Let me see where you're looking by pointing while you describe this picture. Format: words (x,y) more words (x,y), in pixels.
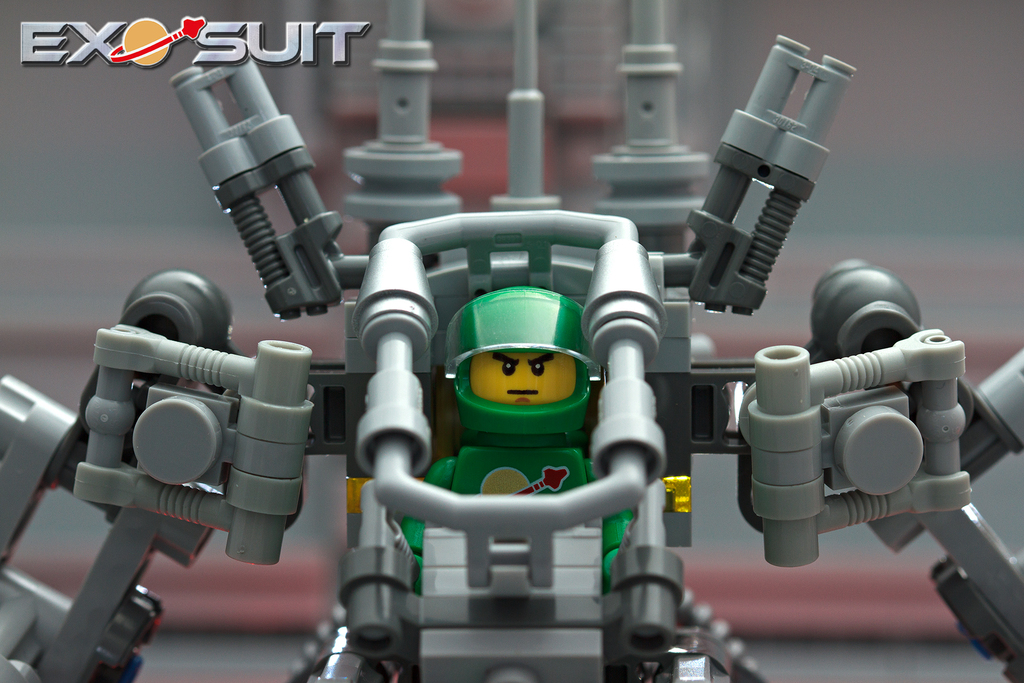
In this image we can see a robot toy (571,623) and the background of the image (174,109) is blurred. Here we can see the watermark (192,18) at the top left side of the image (304,51).
